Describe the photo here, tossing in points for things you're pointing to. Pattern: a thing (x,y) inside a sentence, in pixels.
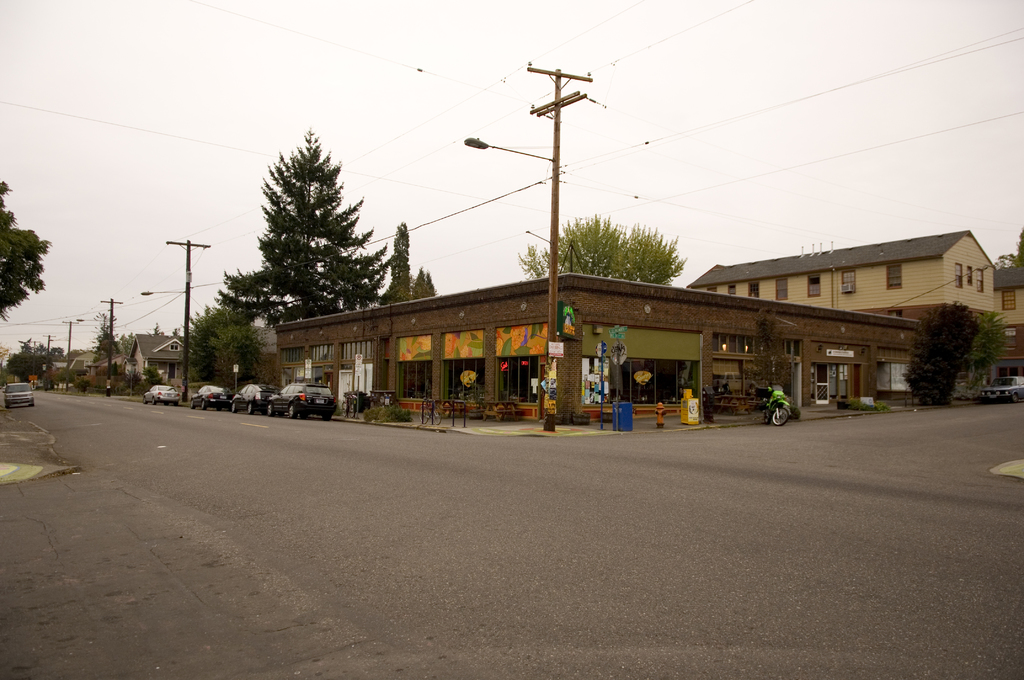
At the bottom (392,567) we can see road (492,499) and there are vehicles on the road (620,461). In the background (370,266) there are buildings (601,309), poles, electric wires (146,314), trees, hoardings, dustbin (626,407), other objects (687,400) and sky (519,220).
